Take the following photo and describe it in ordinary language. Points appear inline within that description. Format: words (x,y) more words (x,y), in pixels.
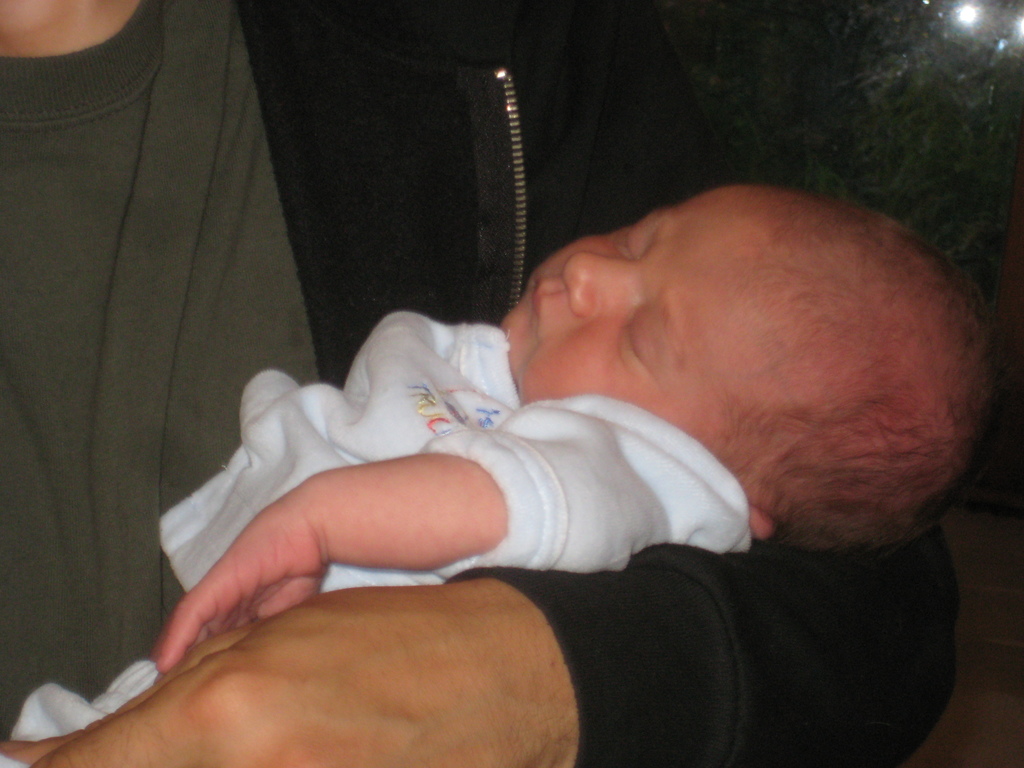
In this picture we can see a person (130,599) is holding a baby (351,522). Behind the person (587,178), there is the dark background (860,70).
